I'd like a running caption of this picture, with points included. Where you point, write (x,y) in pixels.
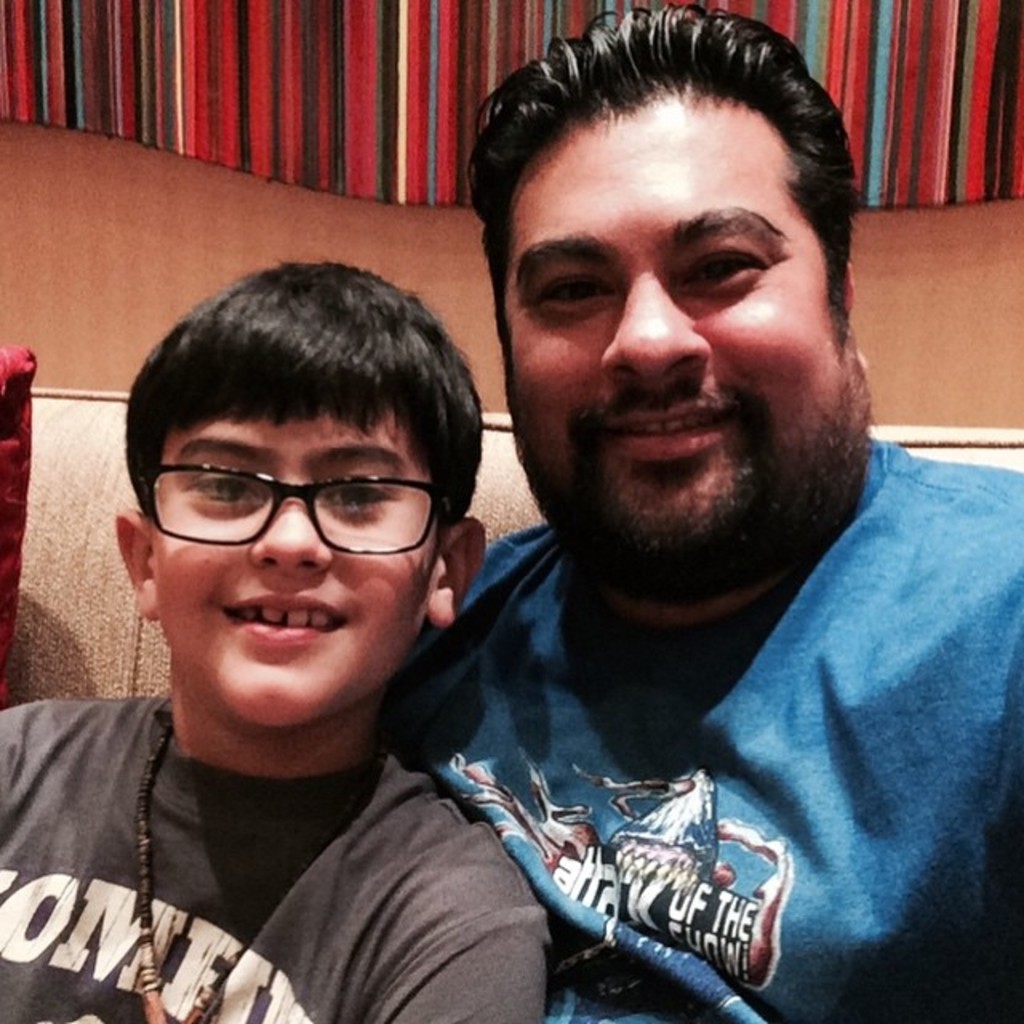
In this image, we can see a man (718,629) and a boy (83,814) sitting, the boy (181,660) is wearing specs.
